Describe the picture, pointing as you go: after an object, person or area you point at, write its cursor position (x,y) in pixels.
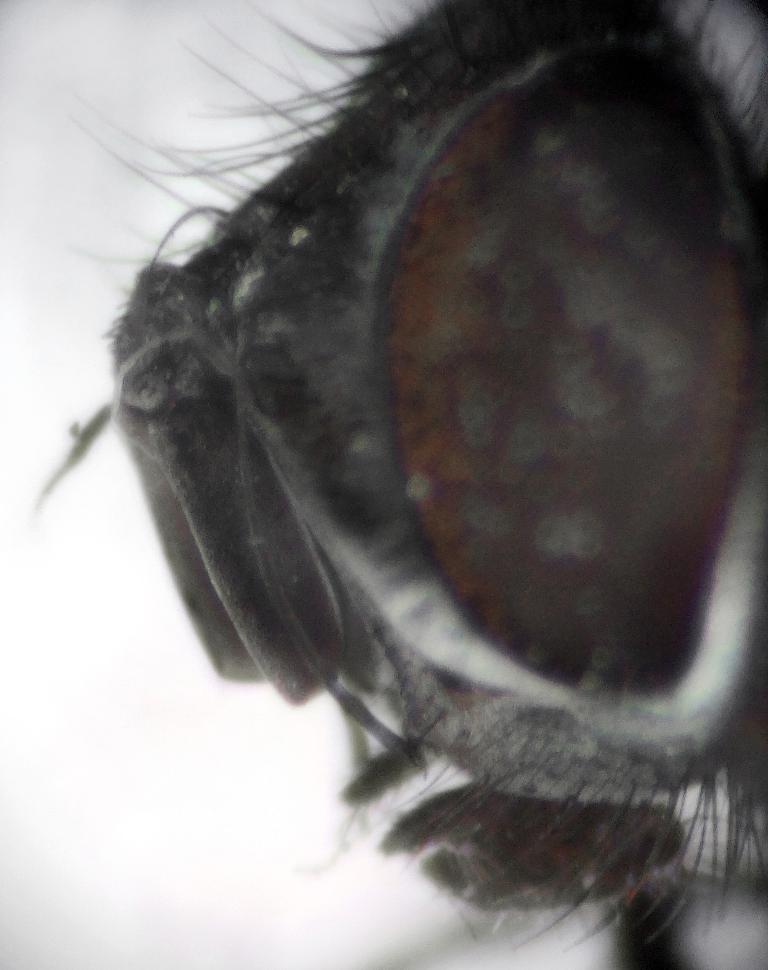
In the image there is a fly (486,167), this is a colour picture.
